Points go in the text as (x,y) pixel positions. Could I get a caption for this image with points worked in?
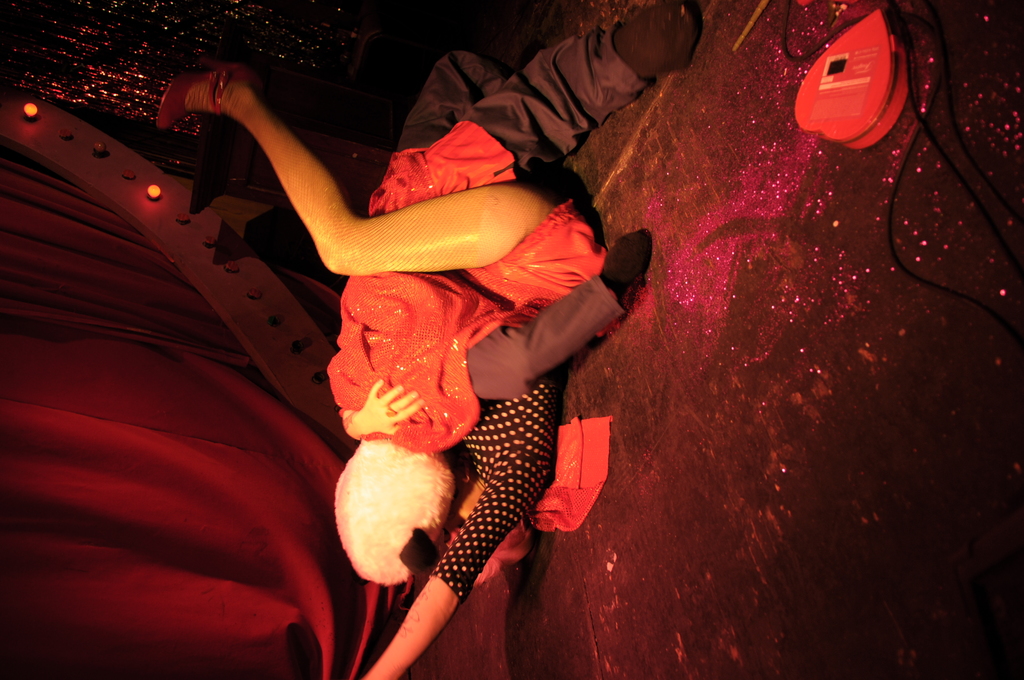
In this image we can see a toy (414,308) on a person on the floor (744,335) and there are objects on the floor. On the left side (74,369) we can see curtains (44,326) and lights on an object (169,222).
